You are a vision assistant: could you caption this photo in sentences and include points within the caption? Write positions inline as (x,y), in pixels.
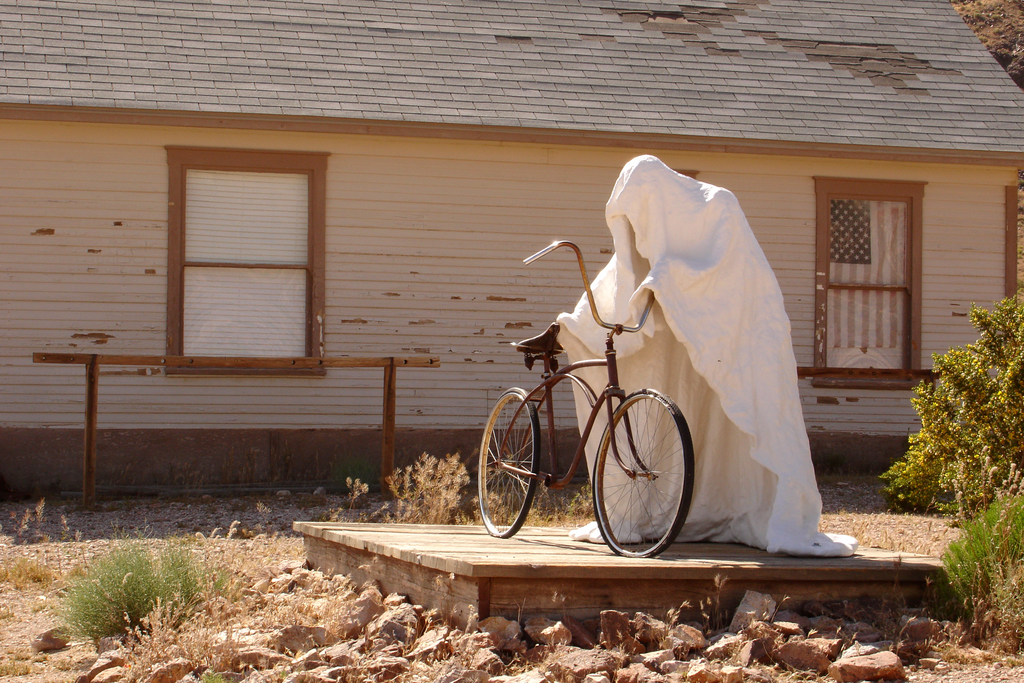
On the right side (685,415), there is a bicycle (536,340) parked. Beside this bicycle (591,421), there is a white colored cloth (706,198) arranged like a person (742,373) on a stage (440,530). On the right side (964,562), there are plants (922,438), grass (1017,604) and stones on the ground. On the left side (294,558), there are plants (348,487), grass (207,577) and stones (49,649) on the ground (52,625). In the background (260,328), there is a building (579,49) which is having windows (905,266) and roof (384,21) and there is a tree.
